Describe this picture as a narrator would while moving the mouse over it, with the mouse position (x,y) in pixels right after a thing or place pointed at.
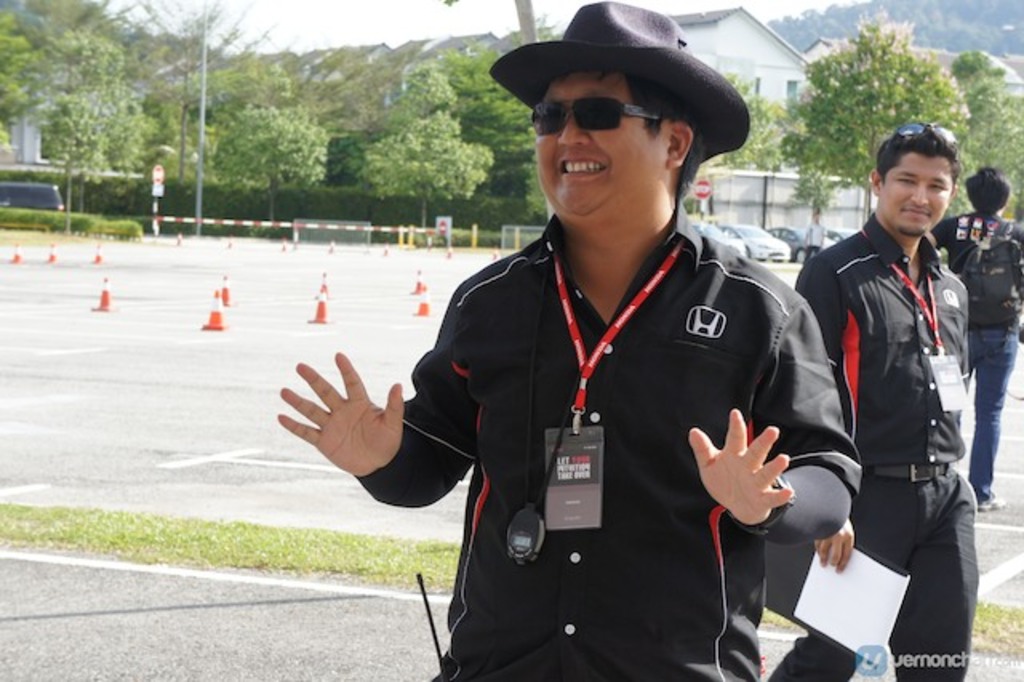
There are three persons (818,392) present on the right side of this image (876,423). We can see trees (823,93), cars (768,255) and buildings (802,89) in the background (428,145) and the sky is at the top of this image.
